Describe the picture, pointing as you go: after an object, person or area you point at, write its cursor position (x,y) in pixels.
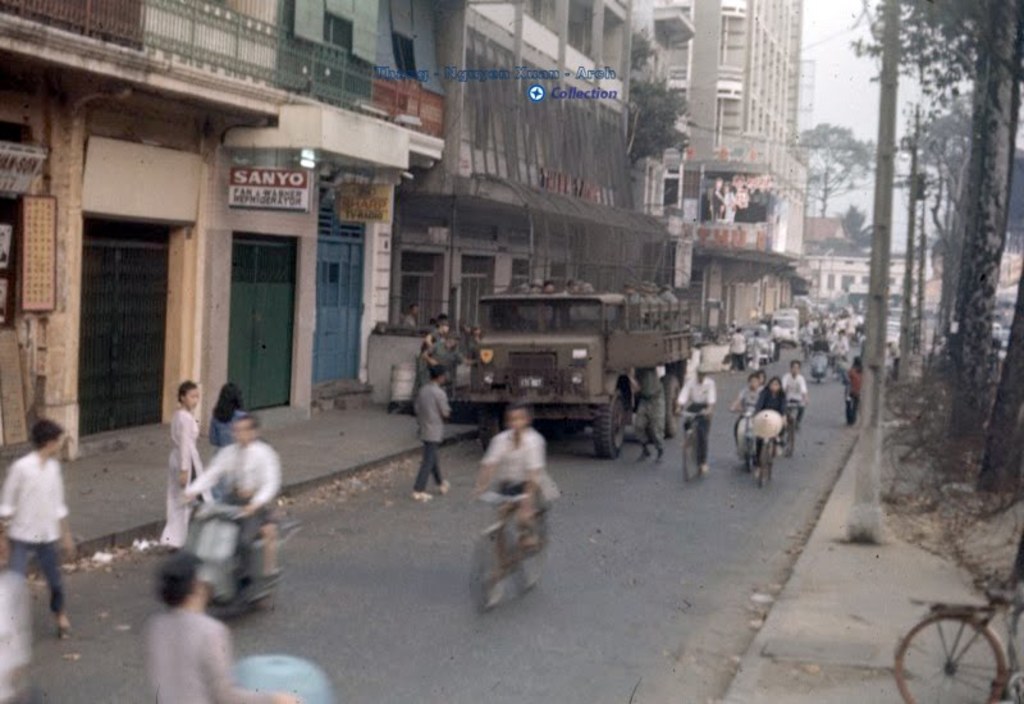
In this image we can see vehicles (571,349) moving on the road (828,437) and people (181,469) walking on the road (517,624). On the right side of the image (932,672) we can see a cycle (898,662) parked here, trees (971,431), poles (862,459) and wires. On the left side of the image (162,292) we can see buildings (539,169), board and sky (845,115) in the background (322,247).
